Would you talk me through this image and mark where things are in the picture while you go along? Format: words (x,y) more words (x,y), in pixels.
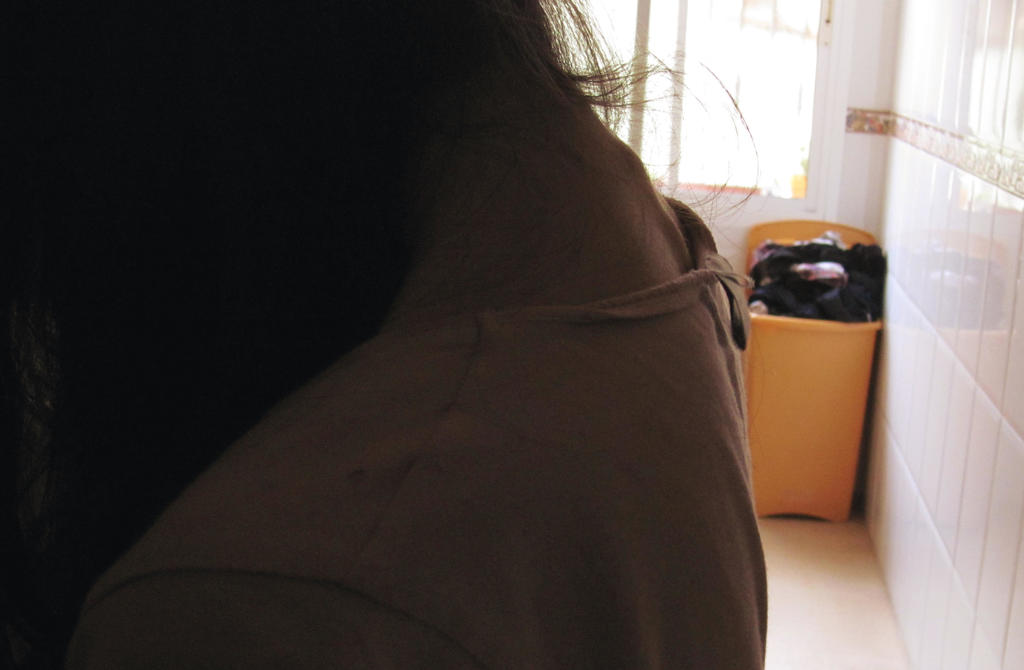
In this image we can see the neck (503,203) of a woman (495,366). On the right side (877,347) we can see a wall (965,422), a dustbin (801,451), floor (823,578) and a window (765,204).
